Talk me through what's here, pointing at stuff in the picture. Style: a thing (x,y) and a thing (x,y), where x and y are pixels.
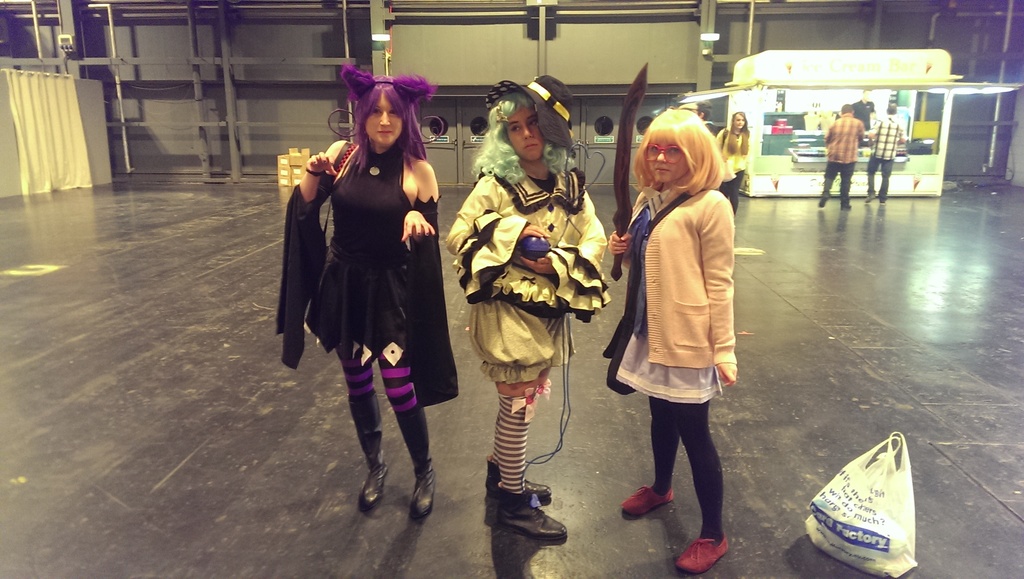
In front of the image there are three people (437,347) holding some objects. Behind them there are a few other people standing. Beside them there is a cover (834,491). In the background of the image (748,160) there is a food stall (775,118). There are lights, curtain (26,78), metal rods (112,39) and there are some metal objects (636,21).
